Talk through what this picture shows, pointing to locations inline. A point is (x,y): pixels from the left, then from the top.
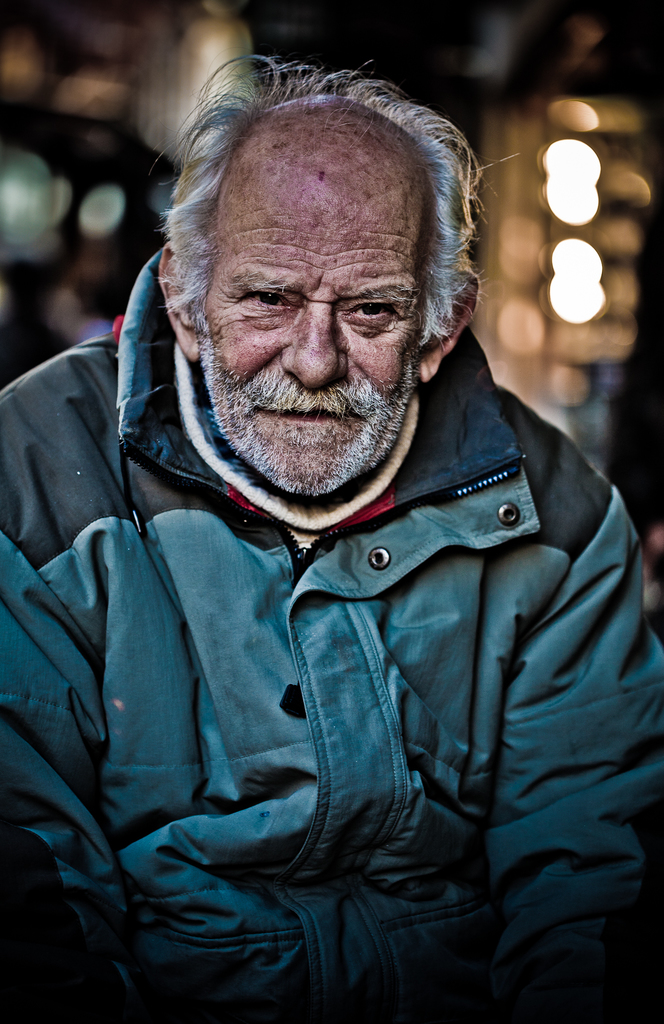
In this image we can see an old man (336,848) where he wore a blue color jacket (288,833).
